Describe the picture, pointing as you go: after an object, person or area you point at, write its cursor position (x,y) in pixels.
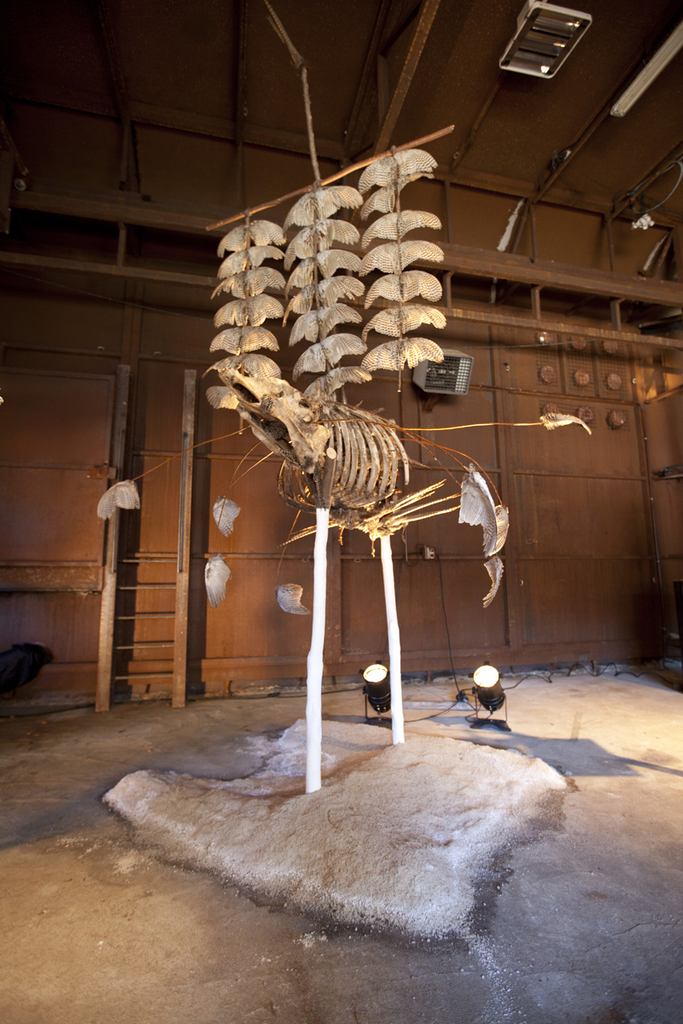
In this image we can see fossils (373,296). In the background (410,540) there is a wall (430,585) and we can see lights (553,51).
